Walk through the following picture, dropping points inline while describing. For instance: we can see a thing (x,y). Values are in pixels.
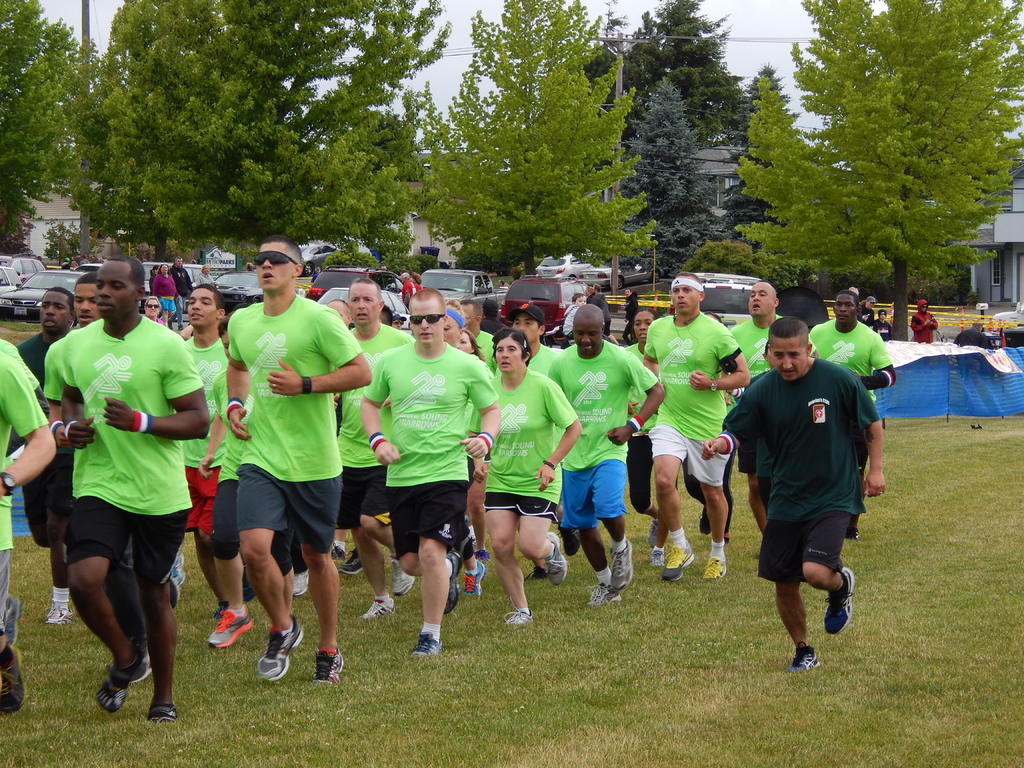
On the left side (293,481), there are persons (743,328) in green color T-shirts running on a ground (65,695), on which there is grass (552,663). On the right side (798,415), there is a person (784,322) in thick green color T-shirt (784,407), running on the ground (825,668). In the background (825,283), there are vehicles (394,278), trees (672,180), buildings (1004,217) and there is sky (636,17).
